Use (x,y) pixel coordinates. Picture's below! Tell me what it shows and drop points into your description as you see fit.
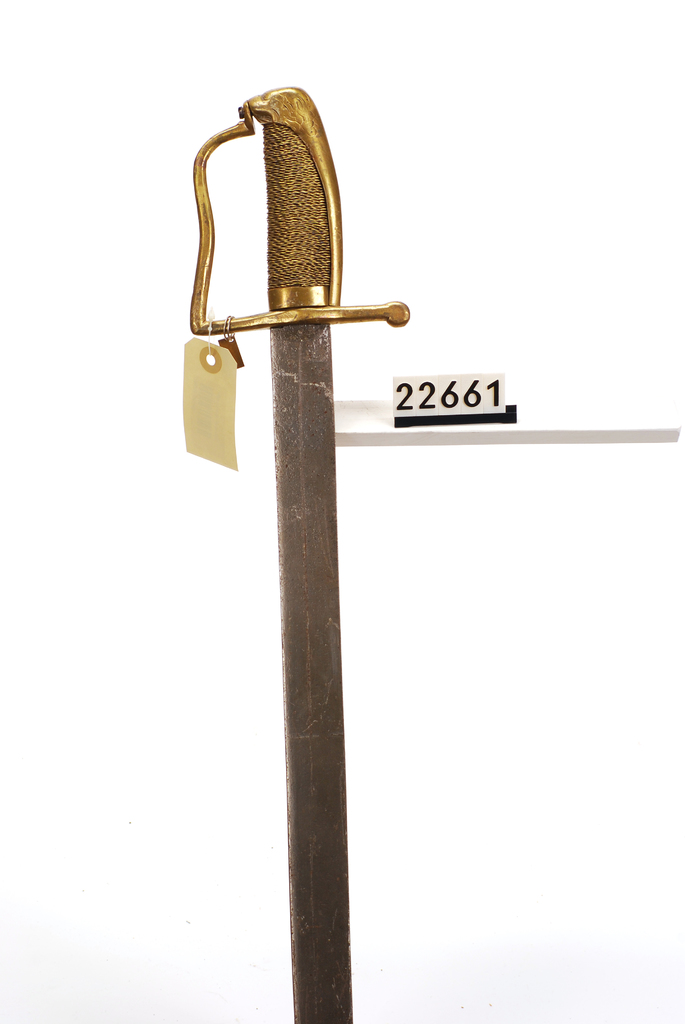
In this picture we can see a sword (313,993) and there is a tag (209,399).
